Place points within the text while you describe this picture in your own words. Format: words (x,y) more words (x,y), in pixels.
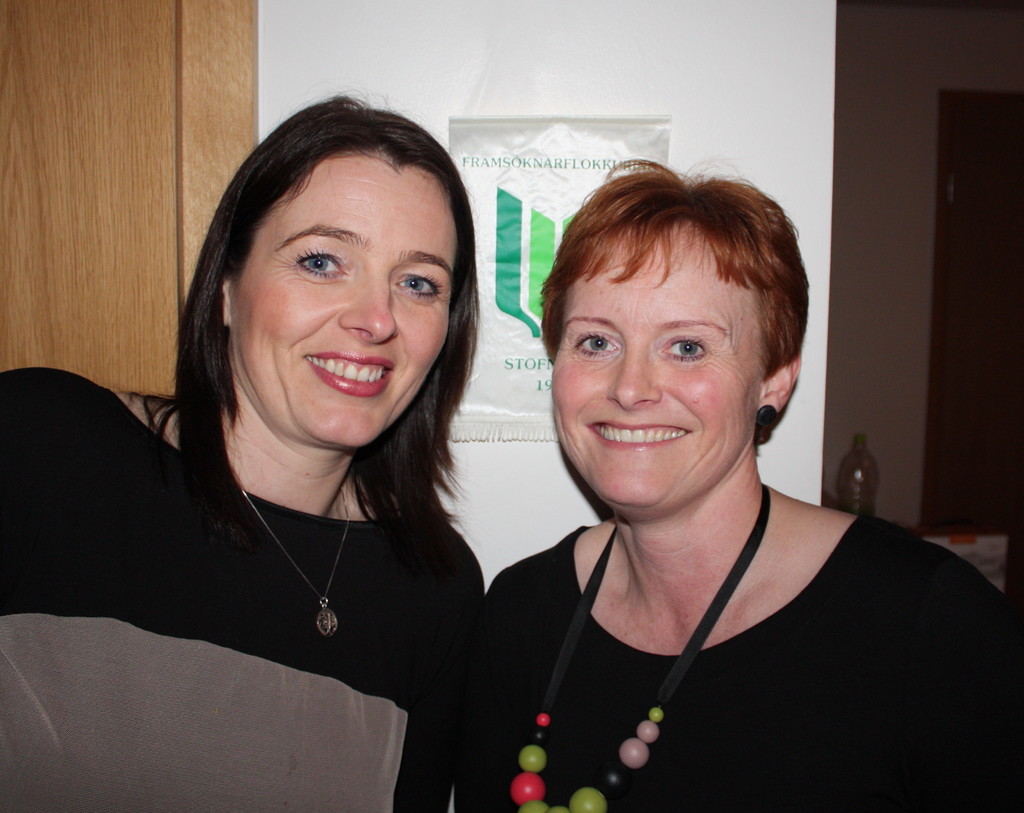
In this picture there are two people (466,570) smiling. At the back (545,210) there is a poster (485,216) on the wall (706,30), there is text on the poster (506,250). On the right side of the image (1005,375) there is a bottle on the table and there is a door (958,463). On the left side of the image (90,100) it looks like a door (119,188).
